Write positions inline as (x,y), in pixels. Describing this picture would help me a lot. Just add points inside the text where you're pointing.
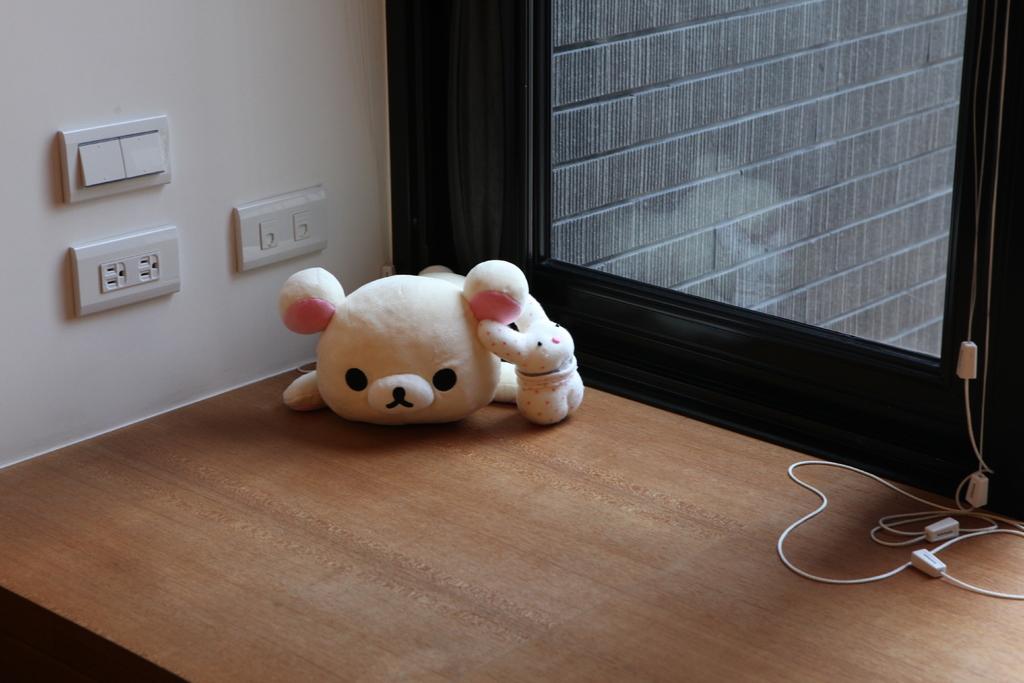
In this image I can see two white colour soft toys (431,291) in the centre (416,341). On the right side of the image (816,444) I can see a window (910,309) and few white colour ropes (975,226). On the left side of this image (79,191) I can see power sockets (79,310) and power switches (98,191) on the wall (142,64).
